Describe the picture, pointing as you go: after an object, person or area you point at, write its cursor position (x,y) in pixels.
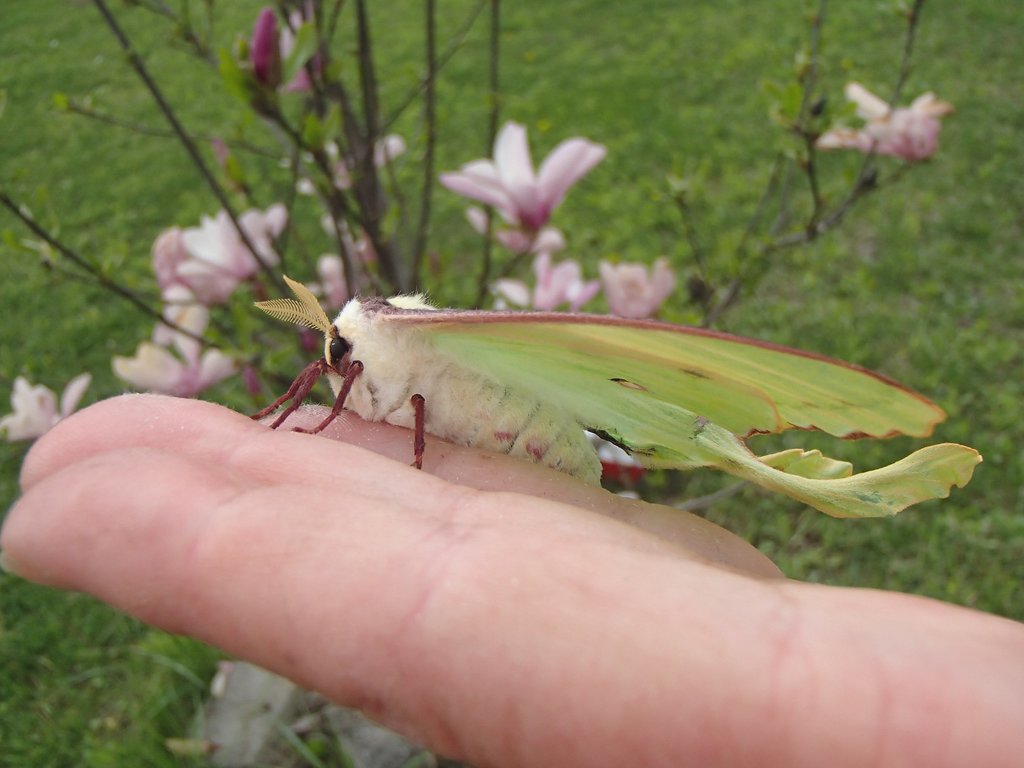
In this image we can see there is a person's hand (443,491) holding an insect (469,386). At the back (441,188) there are flowers (184,258) and grass (727,163).
